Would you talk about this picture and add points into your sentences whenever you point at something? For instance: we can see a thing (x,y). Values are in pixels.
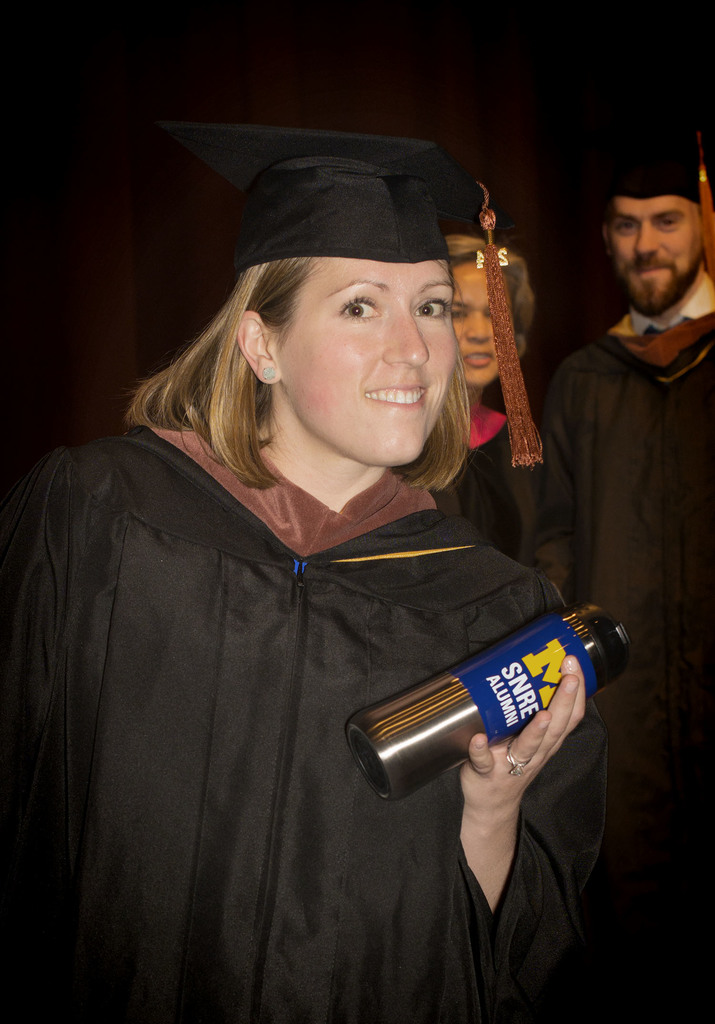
In this image the background (352,49) is dark and on the left side of the image (199,421) there is a woman (286,498) standing and she is holding a bottle (452,731) in her hand (481,743). On the right side of the image (557,436) there is a man (551,448) and a woman (504,523) standing on the floor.
